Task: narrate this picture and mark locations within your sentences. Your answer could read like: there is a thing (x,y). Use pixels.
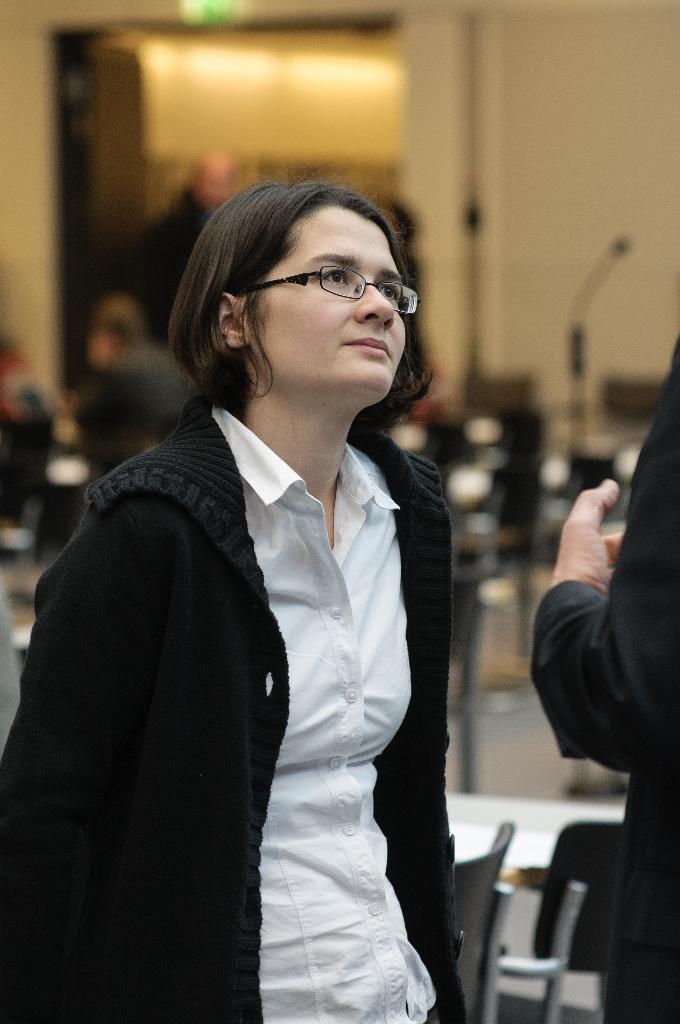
In this image there is a woman (406,826) standing, and there is another person (579,565), and in the background (88,450) there are chairs (88,450), tables (59,473), there are group of people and a door (374,108).
